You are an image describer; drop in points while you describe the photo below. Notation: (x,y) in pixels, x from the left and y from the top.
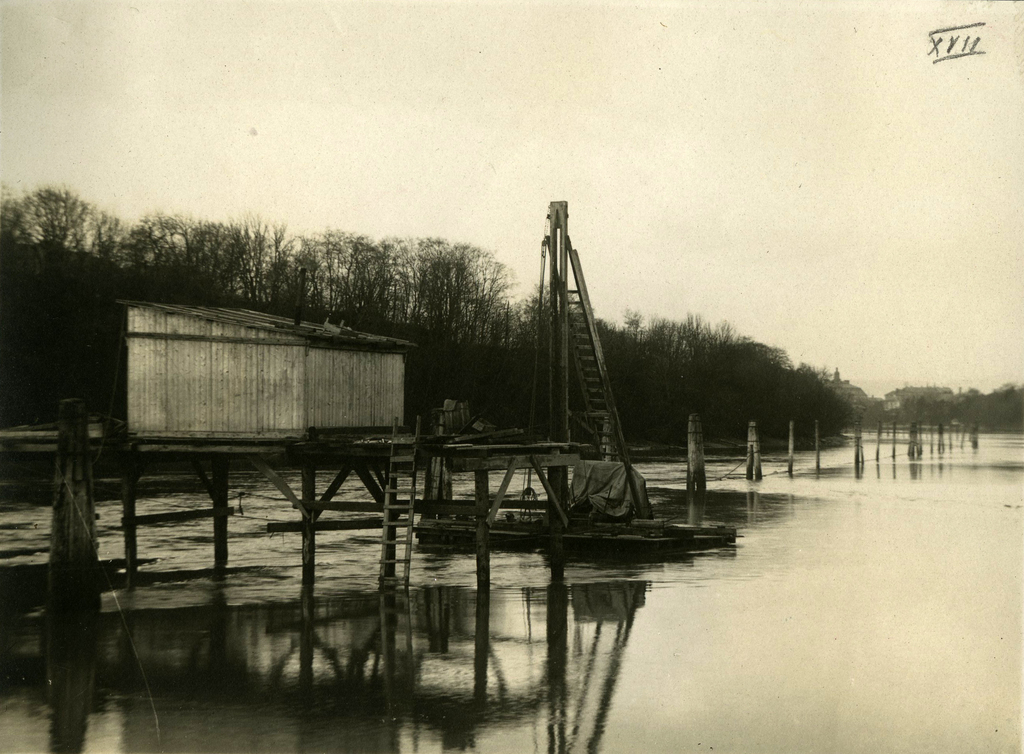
This is a black and white image. In this image we can see trees (234,293), shed (246,383), wooden ladder (584,282), water (321,482), wooden fence (761,449), trees (420,255) and sky (159,164).
